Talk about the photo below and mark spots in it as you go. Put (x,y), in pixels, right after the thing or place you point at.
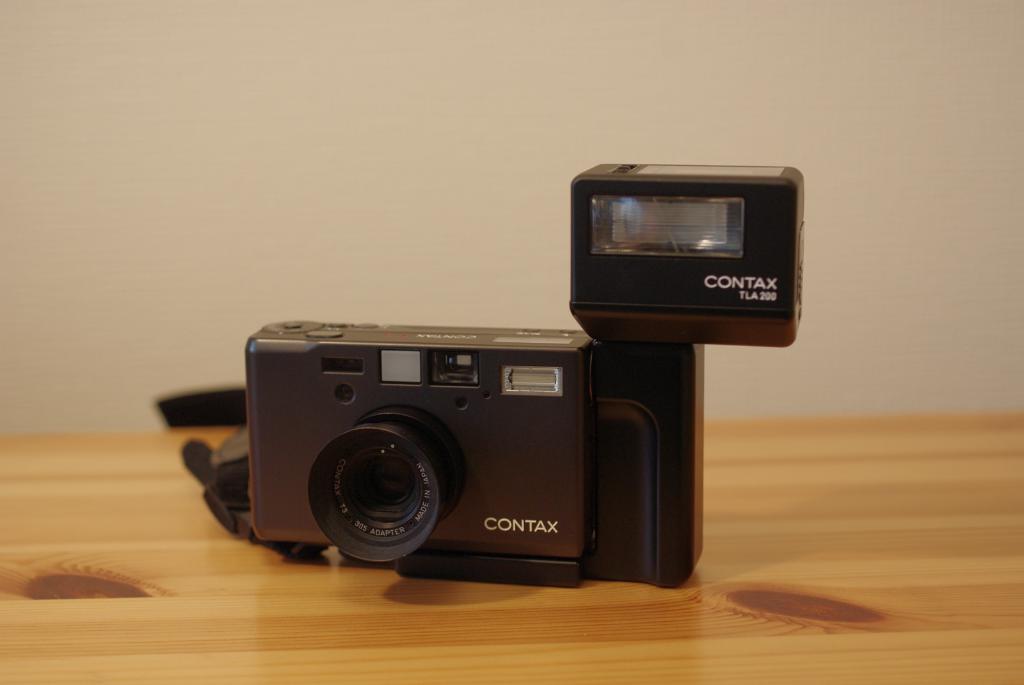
This image is taken indoors. In the background (331,223) there is a wall (864,168). At the bottom of the image (213,629) there is a table (146,596) and in the middle of the image (453,367) there is a camera (547,372) on the table (729,529).
